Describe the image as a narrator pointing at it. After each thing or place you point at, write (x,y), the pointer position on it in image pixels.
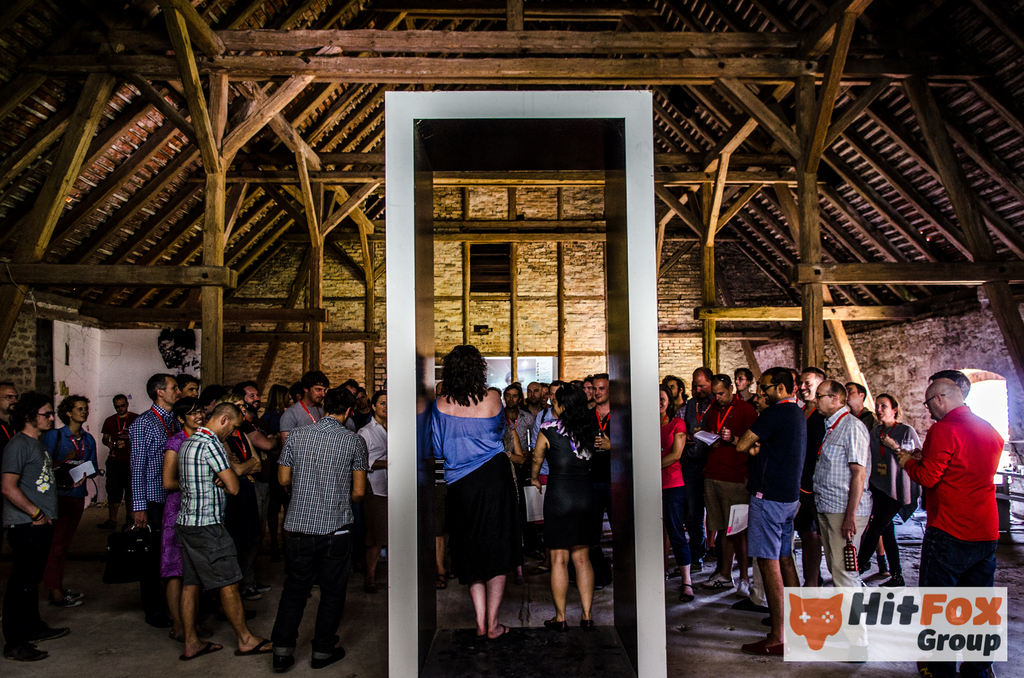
This picture describes about group of people (485,446), they are all standing, at the bottom right of the image (890,629) we can see a watermark (909,610).
